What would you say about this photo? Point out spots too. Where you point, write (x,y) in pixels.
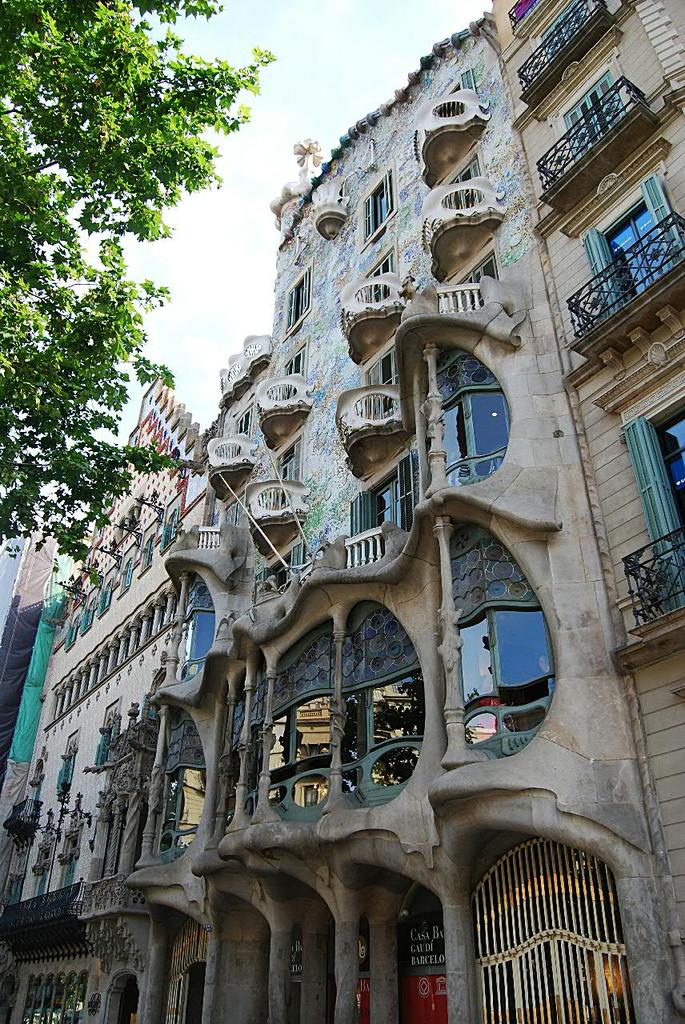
This image is taken outdoors. At the top of the image (246,258) there is a sky (232,183) with clouds (352,93). On the left side of the image (130,310) there is a tree (109,339). On the right side of the image (465,528) there are a few buildings (487,770) with walls (580,712), windows (553,683), railings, balconies (604,275), pillars (264,784), roofs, carvings (107,955) and doors (188,968).
